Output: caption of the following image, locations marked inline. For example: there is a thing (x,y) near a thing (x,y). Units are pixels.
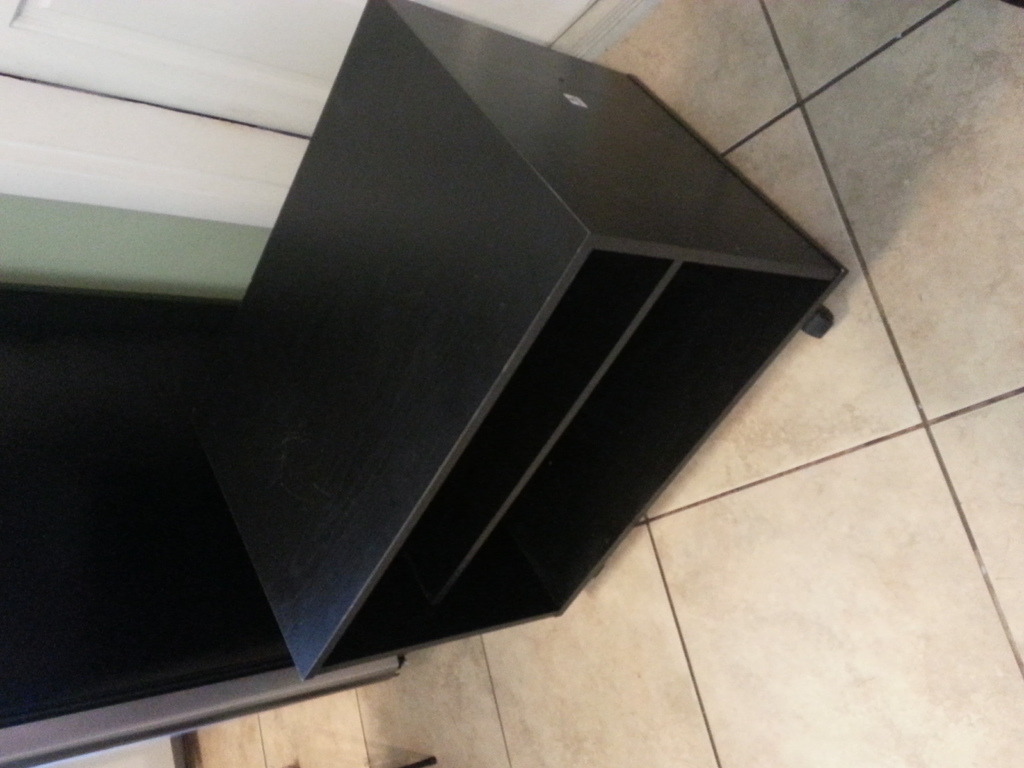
In this image, we can see a black color wooden object (603,196), we can see the floor (877,438) and there is a white color door (139,78).
